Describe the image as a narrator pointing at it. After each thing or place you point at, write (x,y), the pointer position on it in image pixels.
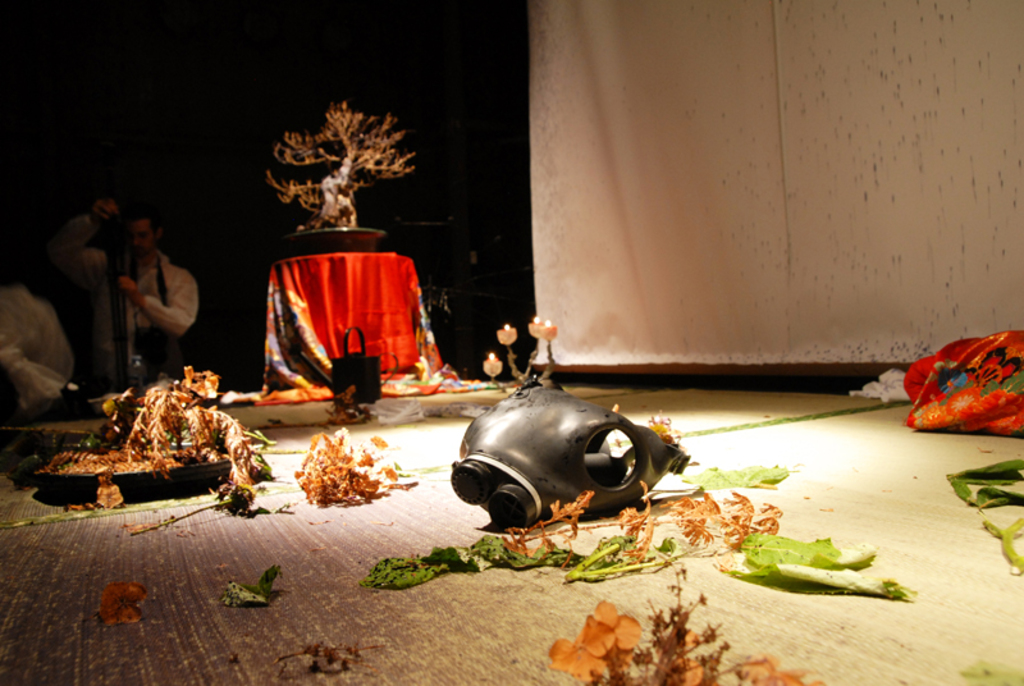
In the image we can see there are dry leaves (343,663) and plants (308,456) on the floor (173,641) and there is a mask (595,443) kept on the floor (435,508). Behind there is a dry bonsai (351,160) kept on the table (355,294) and there is a man (104,296) standing. There are candles (513,340) kept on the stand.
